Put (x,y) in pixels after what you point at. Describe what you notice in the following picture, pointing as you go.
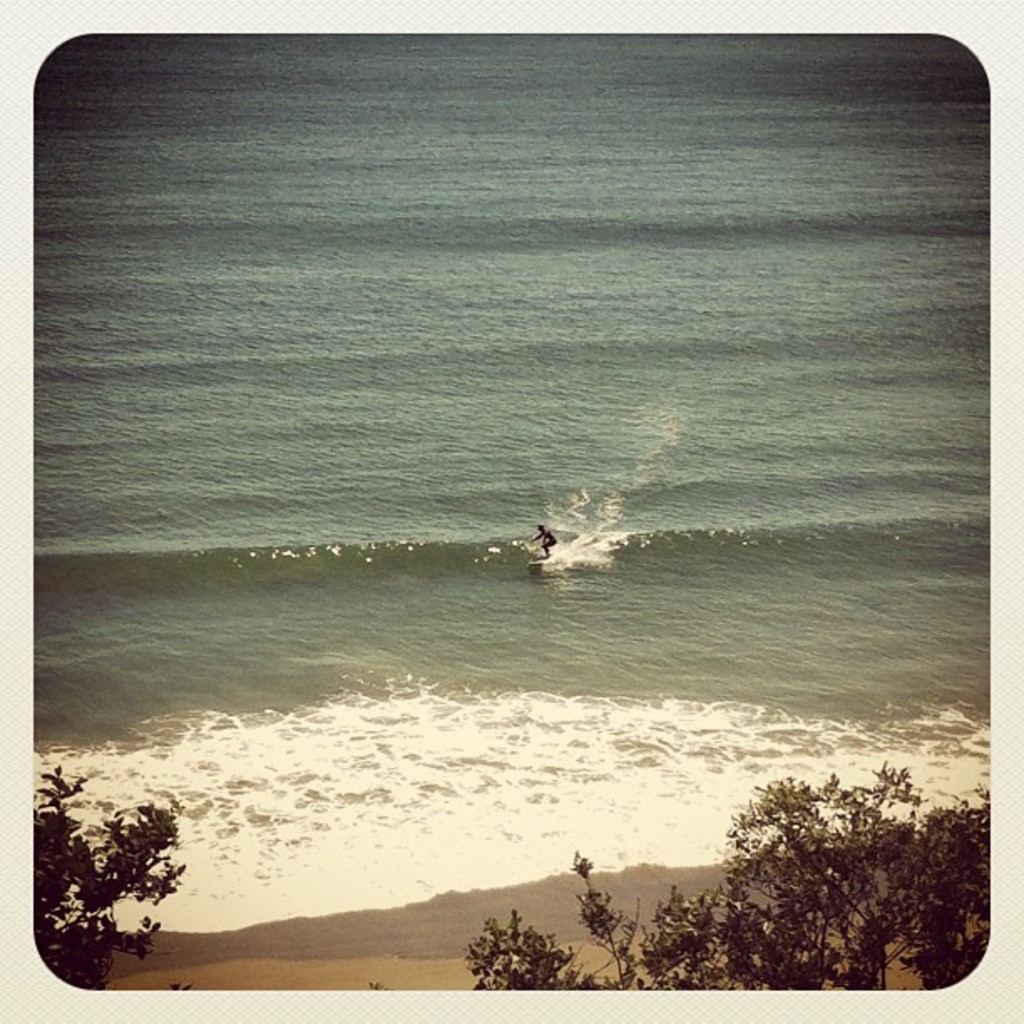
In this image there is a person (549,542) standing on the surfing board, which is on the sea (558,560). At the bottom of the image (471,962) there are trees (729,953).
